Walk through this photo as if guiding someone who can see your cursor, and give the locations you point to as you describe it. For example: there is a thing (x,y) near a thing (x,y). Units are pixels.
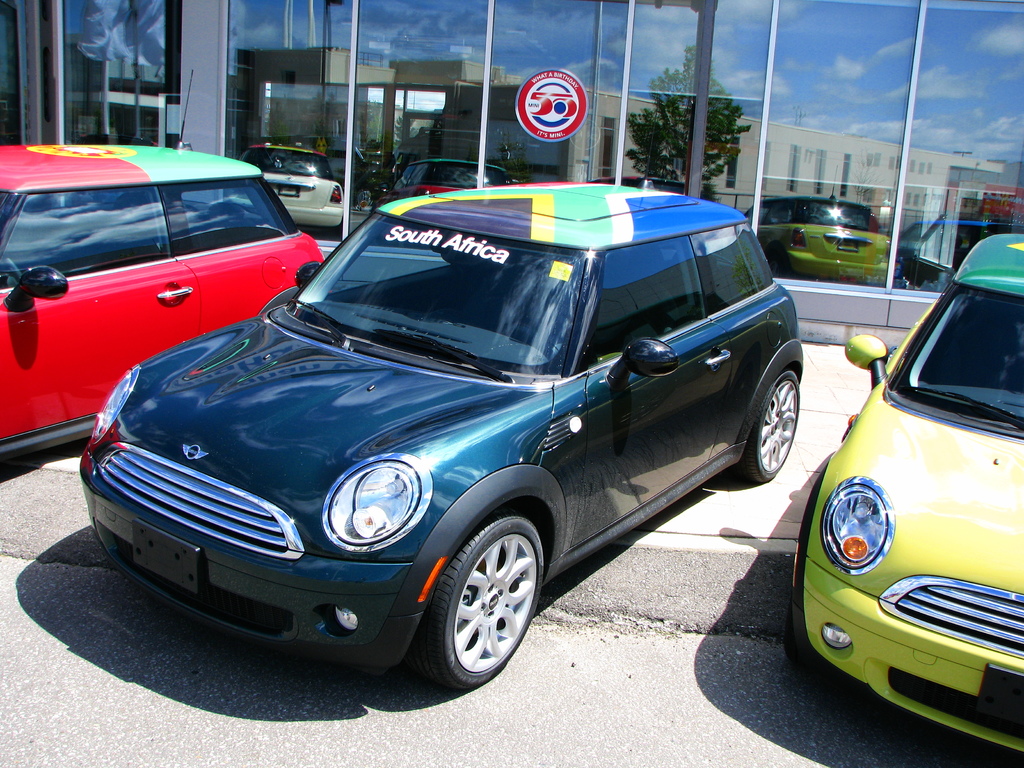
This picture is taken from outside of the city and it is sunny. In this image, on the right side (900,708), we can see a car (968,421) which is in yellow color. On the left side (66,172), we can see a car (64,270) which is in red color. In the middle of the image (614,361), we can see a car (572,385) which is in green color. In the background (675,47), we can see a glass window (814,151), in the glass window (725,148), we can see a building (917,166), cars (971,227), trees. At the top (856,72), we can see a sky (896,35) which is a bit cloudy, at the bottom (731,528), we can see a footpath (790,545) and a road (278,702).
